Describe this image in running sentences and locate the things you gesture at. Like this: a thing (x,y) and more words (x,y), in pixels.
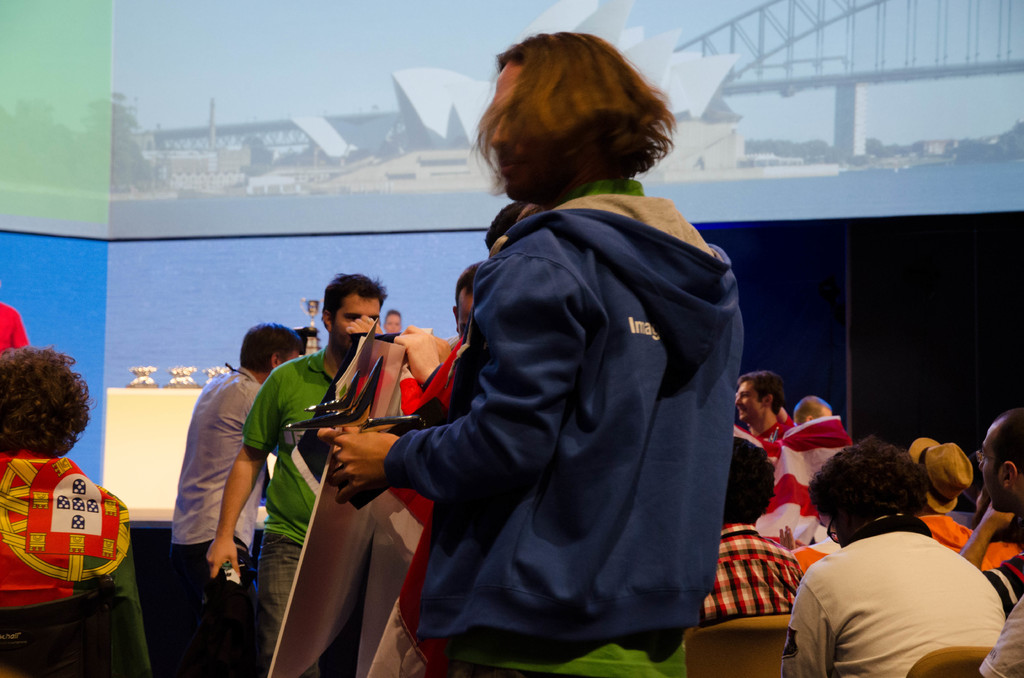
In front of the image there is a person (563,474) standing. Behind the person (480,370) there is a person (290,419) standing and holding a board (357,572) in the hand (416,371). In the image there are few people (431,512) standing and some other people (885,461) are sitting. In front of them there is a stage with table (148,407). On the table (142,419) there are trophies (188,378). And in the background (241,48) there is a screen (421,91) with images (327,126) on it.
